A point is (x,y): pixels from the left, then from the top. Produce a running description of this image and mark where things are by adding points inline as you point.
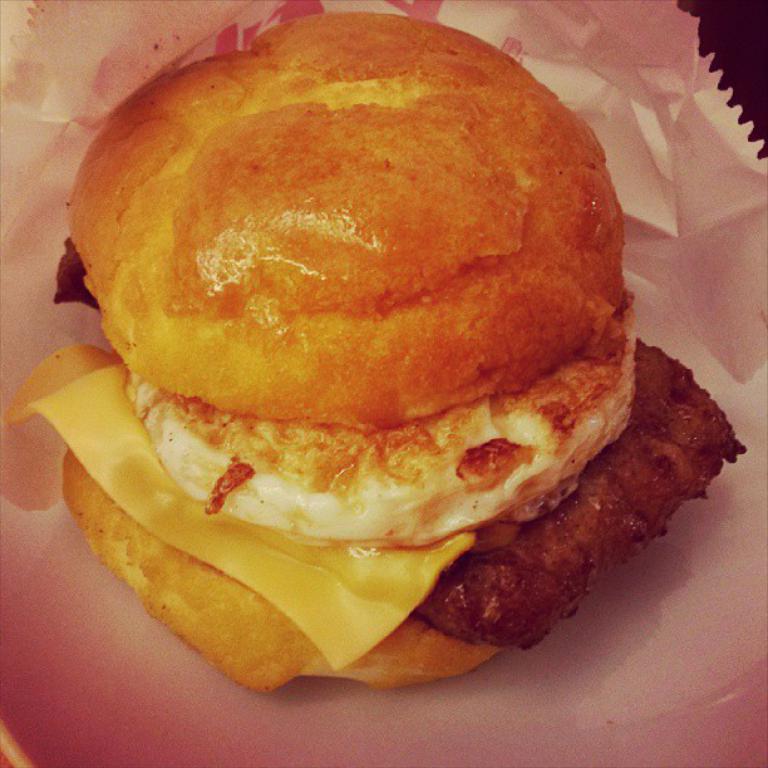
In this picture there is a burger (192,506) on the paper (710,126). On the top right corner (752,19) there is a table (763,32).
